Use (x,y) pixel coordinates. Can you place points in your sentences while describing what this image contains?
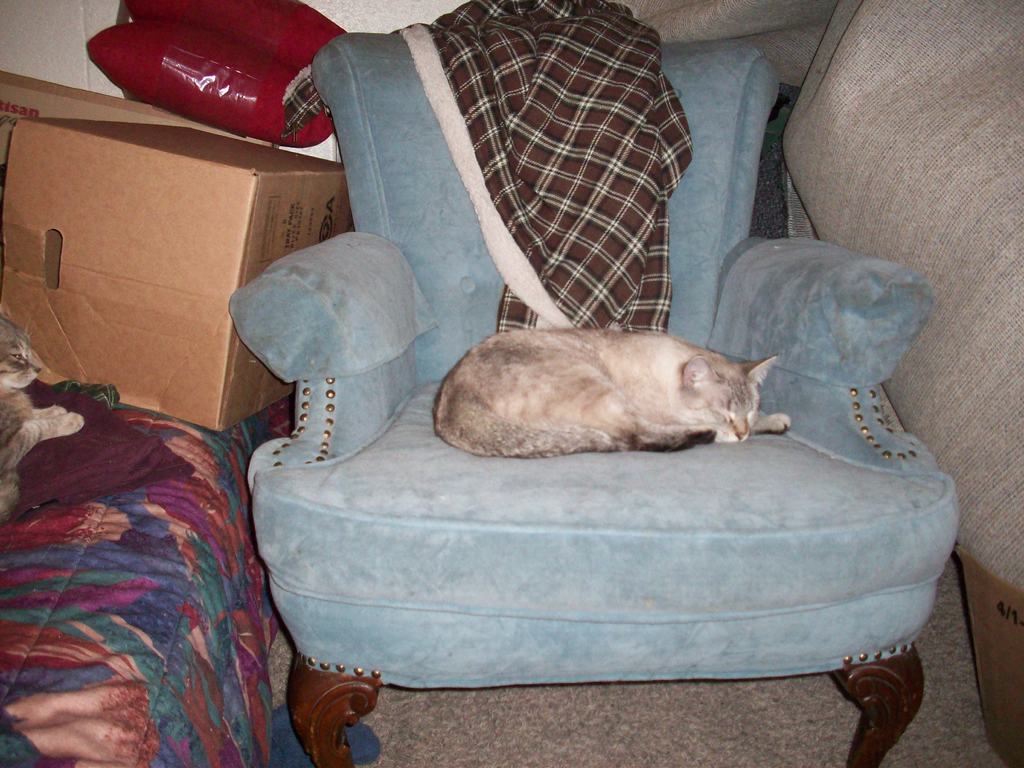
As we can see in the image, there is a box (200,299), bed (197,525) and cat (589,439) on sofa (553,488).
